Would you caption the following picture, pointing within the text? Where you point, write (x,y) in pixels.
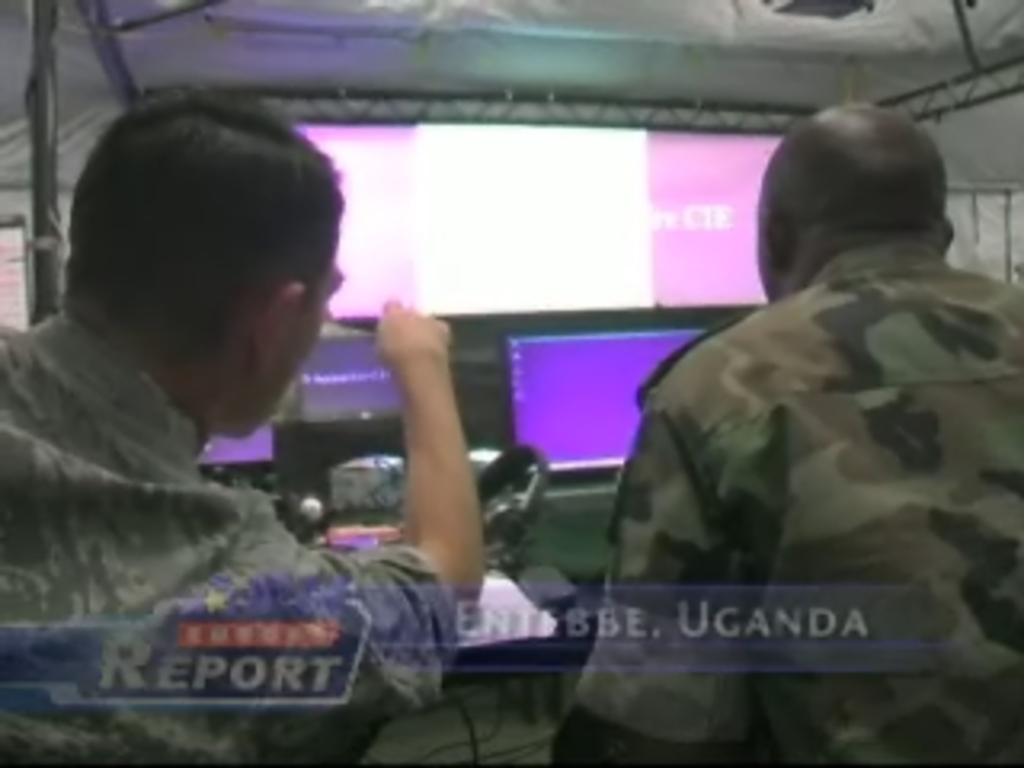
This picture is taken inside the room (606,13). In this image, on the right side (907,467), we can see a man (974,535) sitting on the chair (600,767) in front of the table (586,552), On that table (559,557), we can see some electronic instruments (582,465), laptops (543,431). In the background (627,247), we can see a screen (589,306), at the top (589,46), we can see a roof (510,40).
